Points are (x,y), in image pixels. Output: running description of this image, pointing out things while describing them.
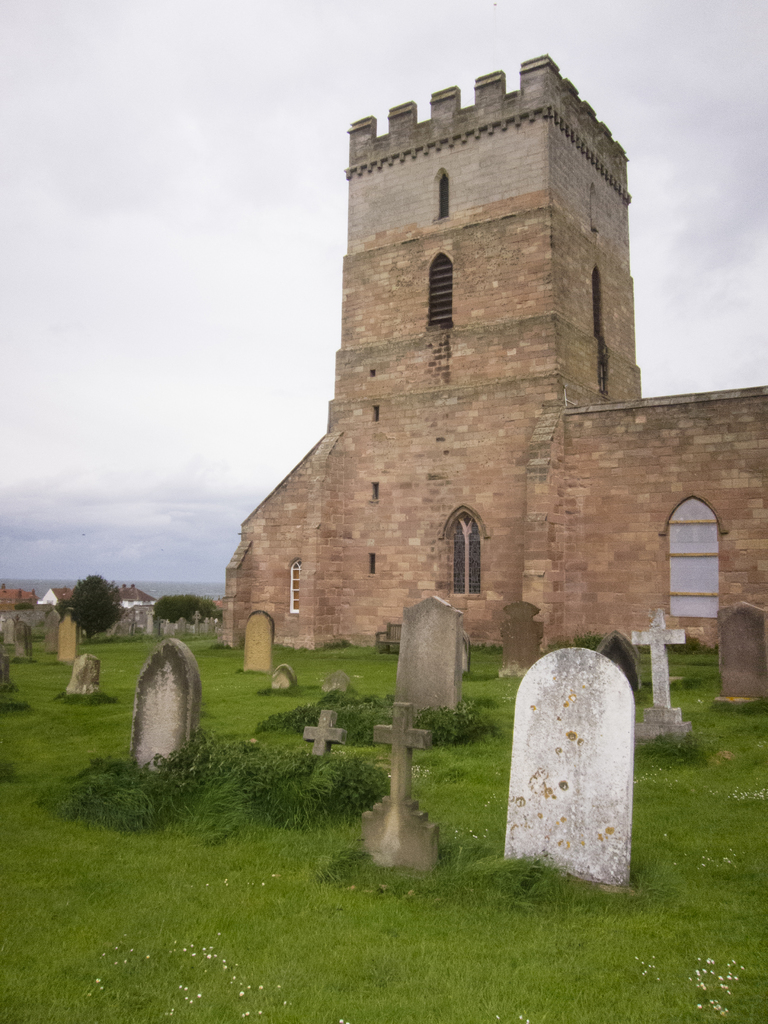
In this image we can see graves (406,786). In the background of the image (435,458) there is a building (452,403) with windows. At the bottom of the image (362,959) there is grass (245,935). At the top of the image (244,82) there is sky (337,93) and clouds (208,119).
